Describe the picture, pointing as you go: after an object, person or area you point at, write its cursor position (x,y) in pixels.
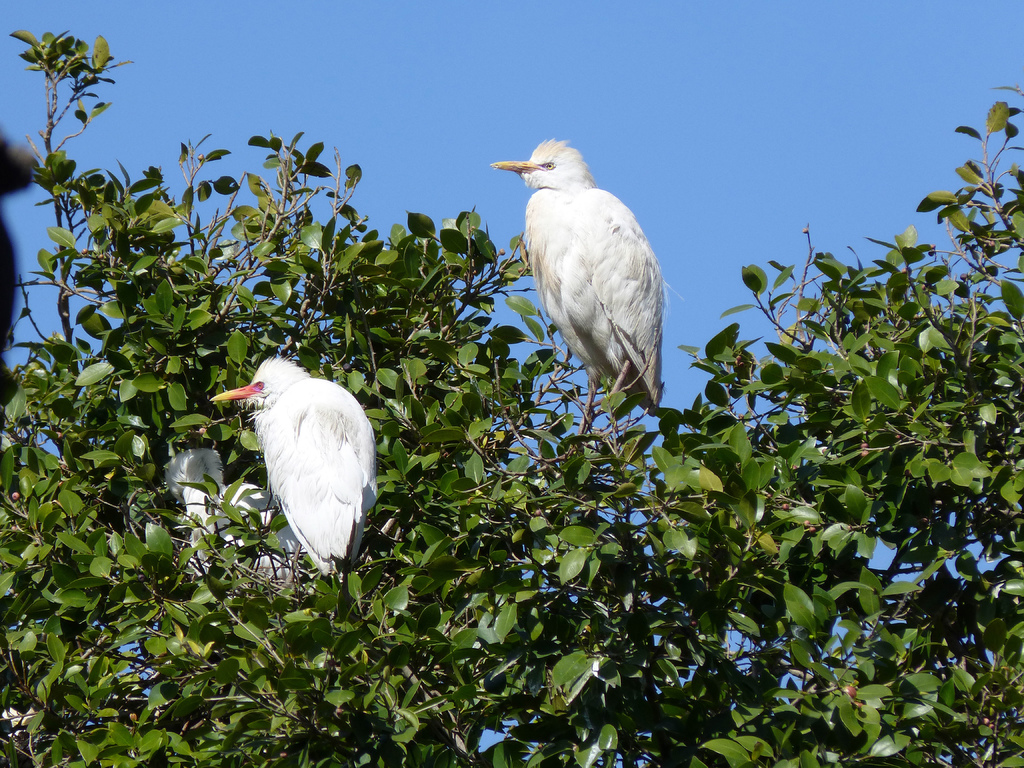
In this image we can see one big tree (472,568), some white color birds (274,427) are on the tree (267,525), one object (20,179) on the surface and at the top (20,222) there is the sky (22,230).
